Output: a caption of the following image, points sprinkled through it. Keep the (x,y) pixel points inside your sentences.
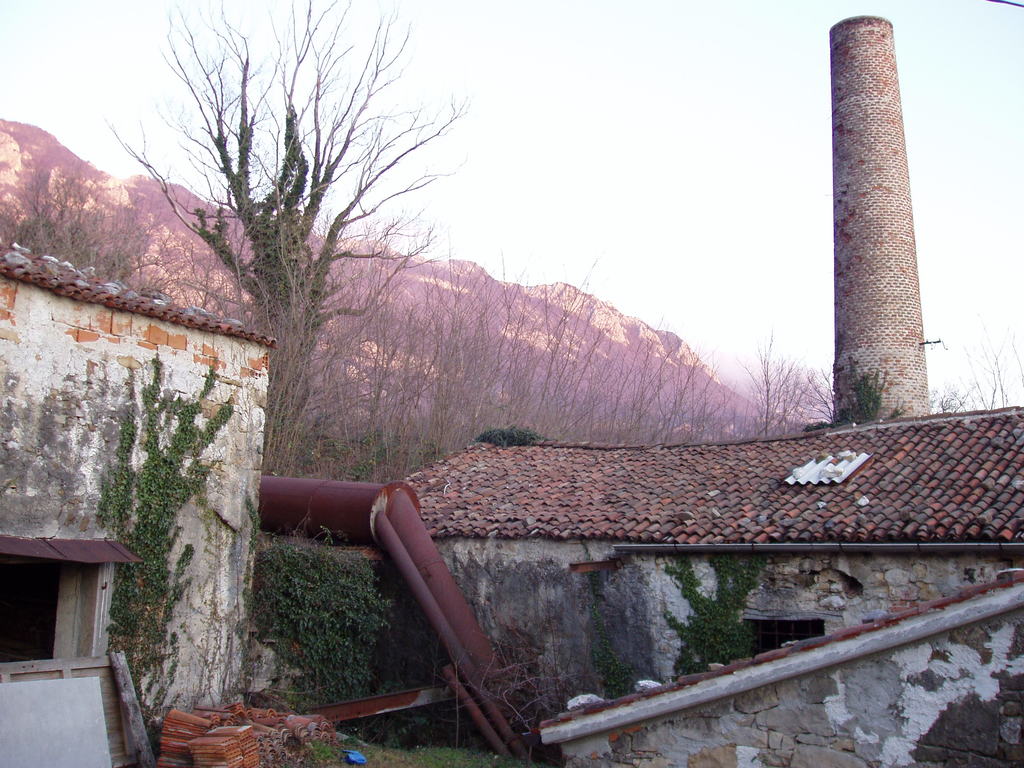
As we can see in the image there are buildings (135,450), plants (368,591), trees (224,141), hills (508,319) and sky (687,169).
